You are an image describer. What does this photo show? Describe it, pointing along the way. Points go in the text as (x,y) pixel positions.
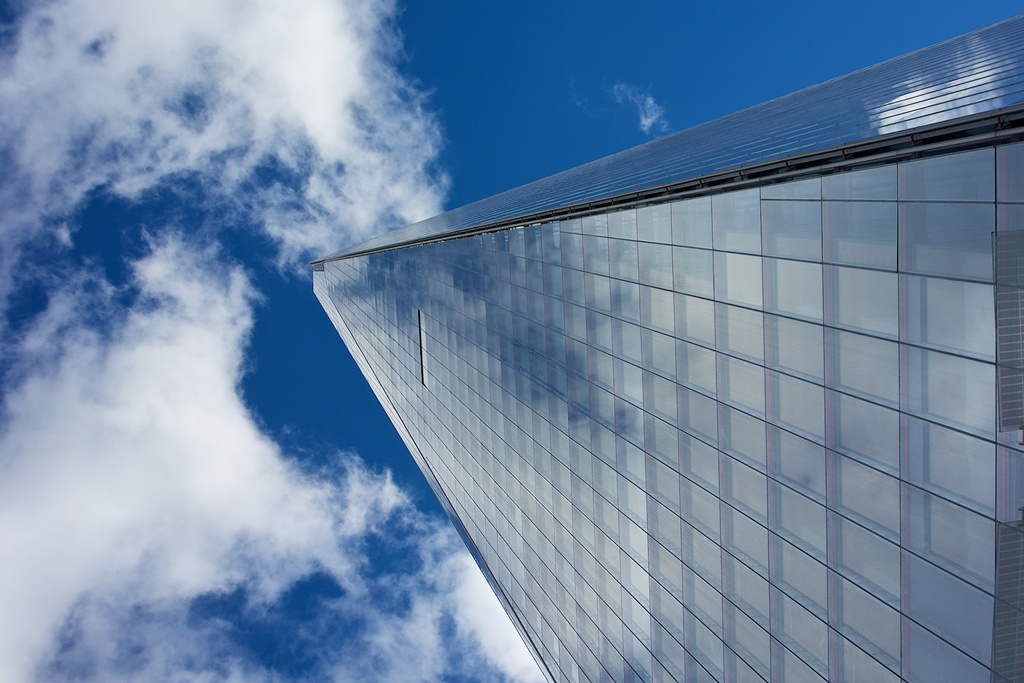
There is a building (683,415) on the right side (747,409). In the background (182,315) there is sky (184,417) with clouds (162,427).
